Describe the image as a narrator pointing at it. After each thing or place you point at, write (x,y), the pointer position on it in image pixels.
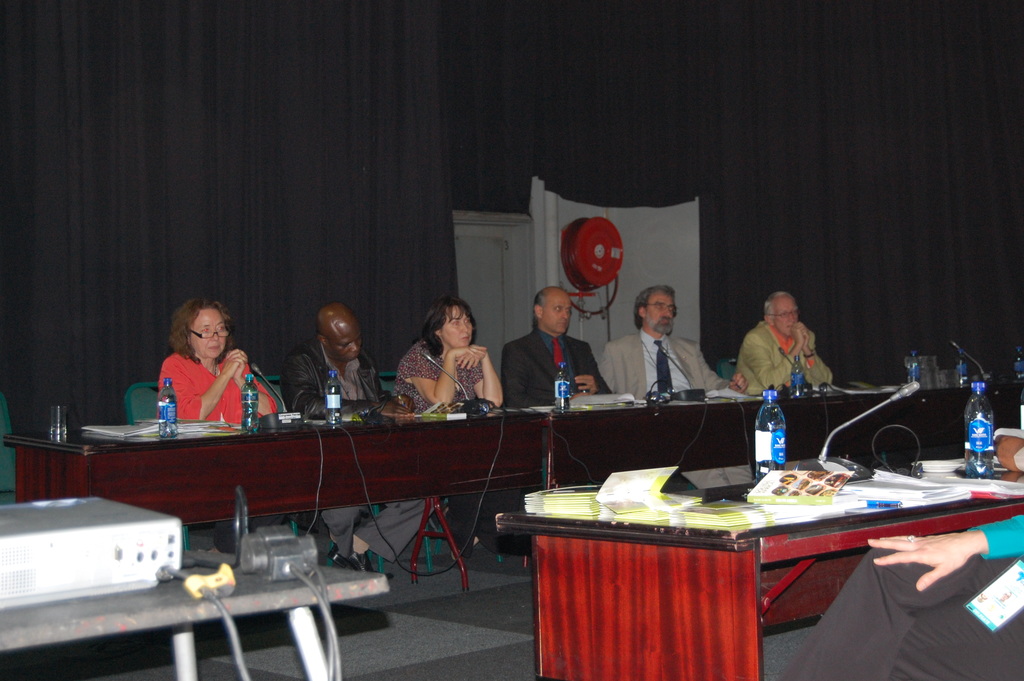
This picture we can see some people (368,396) are sitting on the chair (130,403) in front of them there is a table (310,472) on the table (300,489) we have bottles (170,407) plate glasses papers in opposite we can see another table (697,563) on the table (641,578) we have water bottles (765,441) paper (716,520) and microphones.
